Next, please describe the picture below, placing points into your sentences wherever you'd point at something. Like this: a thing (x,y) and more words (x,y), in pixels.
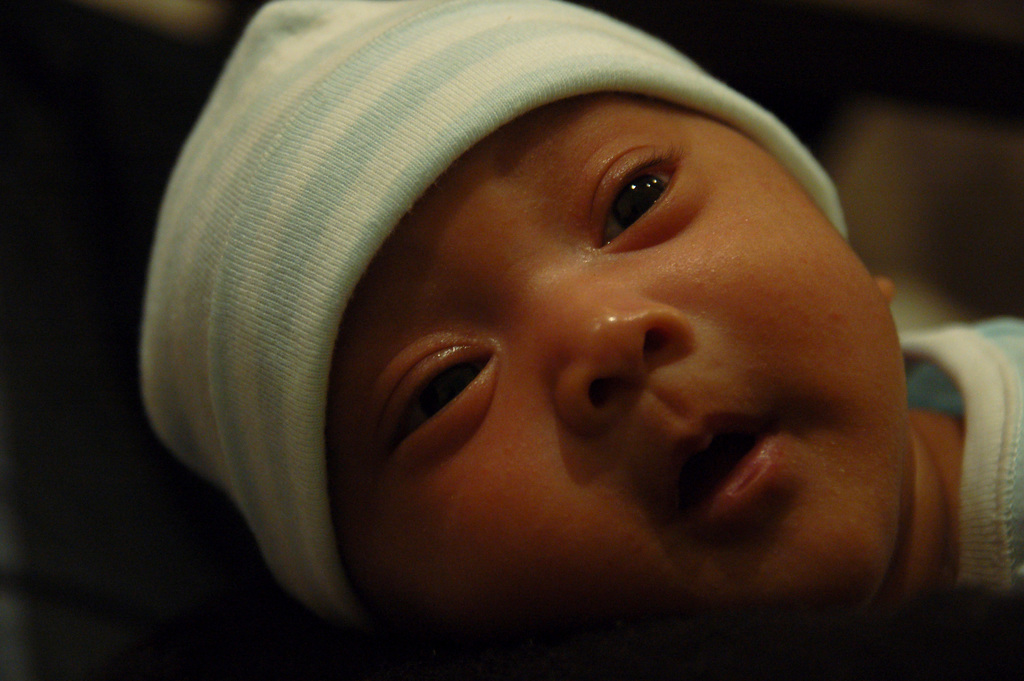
In this picture we can observe a baby (775,479). There is blue and white color cap (369,130) on the head (490,441) of this baby (402,276). The background (903,187) is completely blurred.
